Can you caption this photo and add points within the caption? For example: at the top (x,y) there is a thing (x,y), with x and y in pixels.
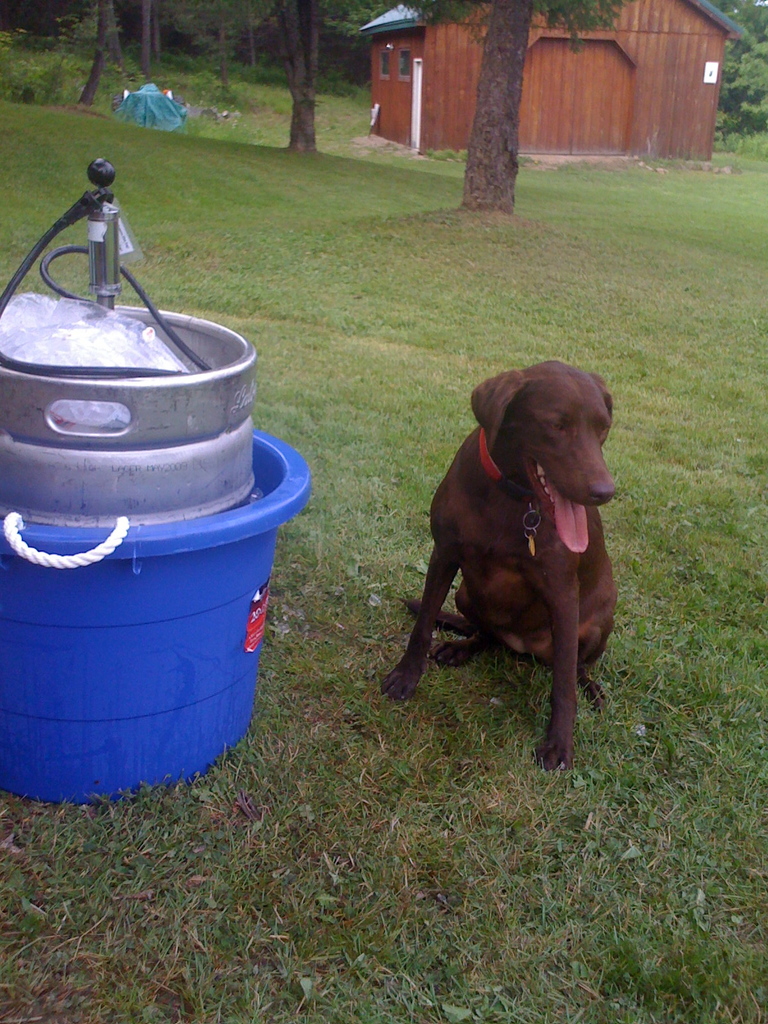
In this image, I can see a dog (560,757) on the grass (495,728). On the left side of the image (116,722), there is an object (113,513) in a tub (203,546). In the background (405,122), I can see a house (437,59) and the trees (338,80).
